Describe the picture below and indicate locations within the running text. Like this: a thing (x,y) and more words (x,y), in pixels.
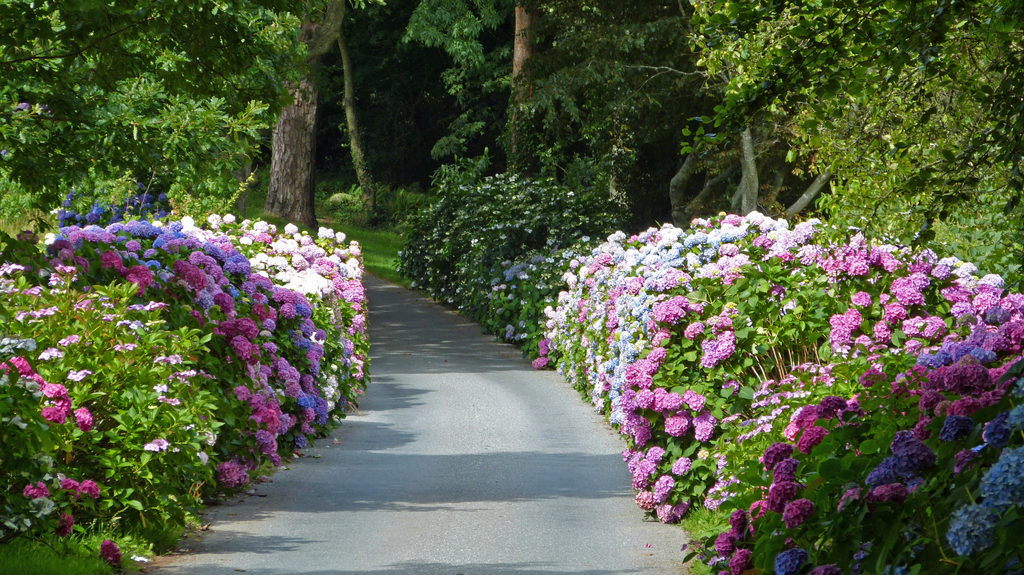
In this image I can see the road (401,418), few trees (680,201) which are green in color and few flowers (688,274) which are white, pink and purple in color on both sides of the road (452,307).
